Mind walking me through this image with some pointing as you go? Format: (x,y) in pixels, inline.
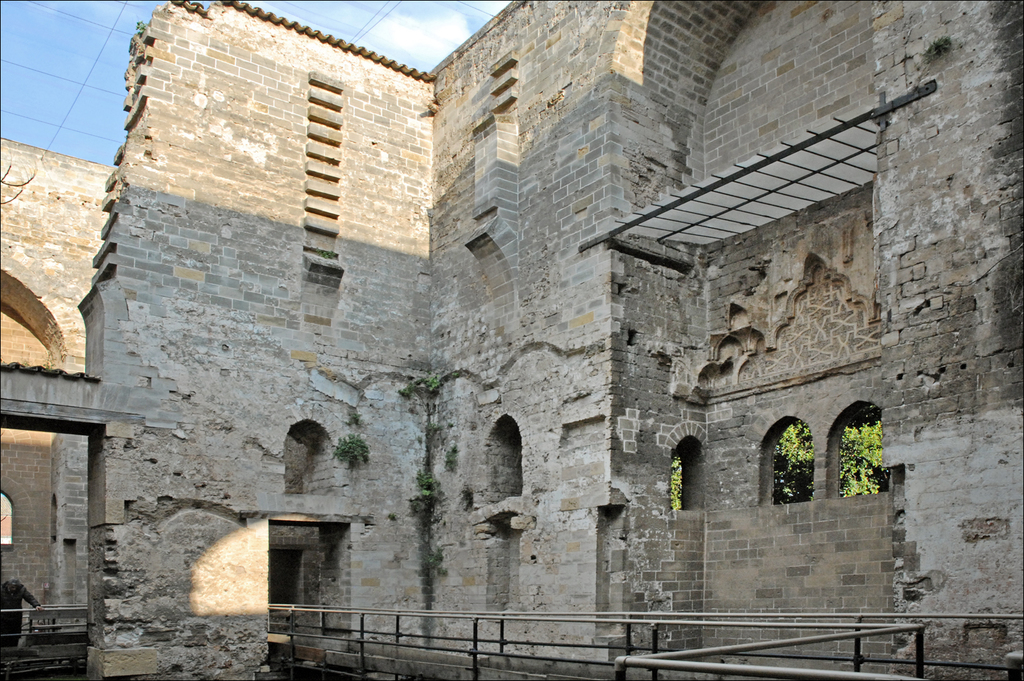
In this picture there is a old granite fort (292,554) with arch design windows (689,486). In the front (368,646) there is a pipe railing (690,666).
